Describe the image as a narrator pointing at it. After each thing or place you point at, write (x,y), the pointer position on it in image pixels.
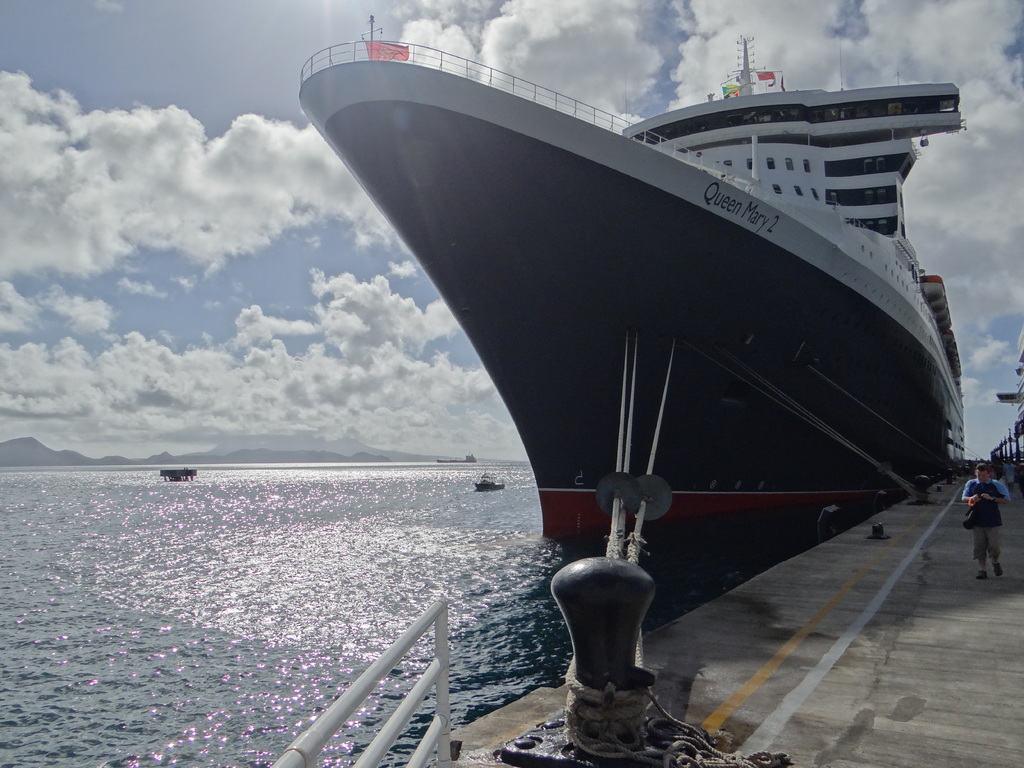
This is the picture of a sea (239,503). On the right side of the image (979,557) there is a person (998,564) walking. There is a ship (947,325) and there is a rope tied to the rod (624,624) and there is a hand rail (312,729). On the left side of the image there are boats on the water (275,659). At the back (15,452) there are mountains (262,450). At the top (178,46) there is sky (208,58) and there are clouds (229,179).
